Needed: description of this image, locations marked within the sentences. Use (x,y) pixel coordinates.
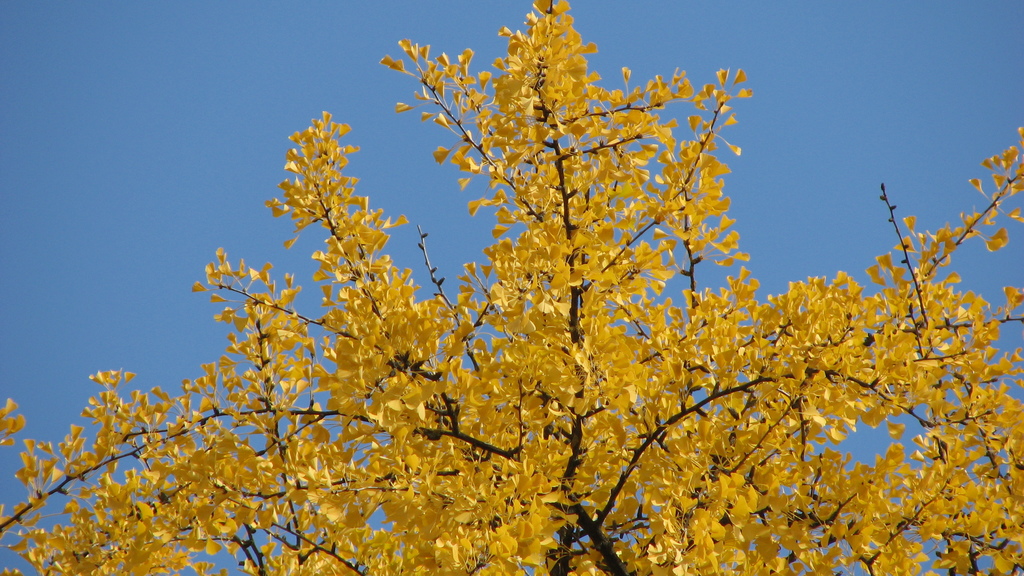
In this image i can see a tree (560,377), where the leaves (587,76) are in yellow color, at the background (390,74) i can see a sky (163,133) in blue color.
